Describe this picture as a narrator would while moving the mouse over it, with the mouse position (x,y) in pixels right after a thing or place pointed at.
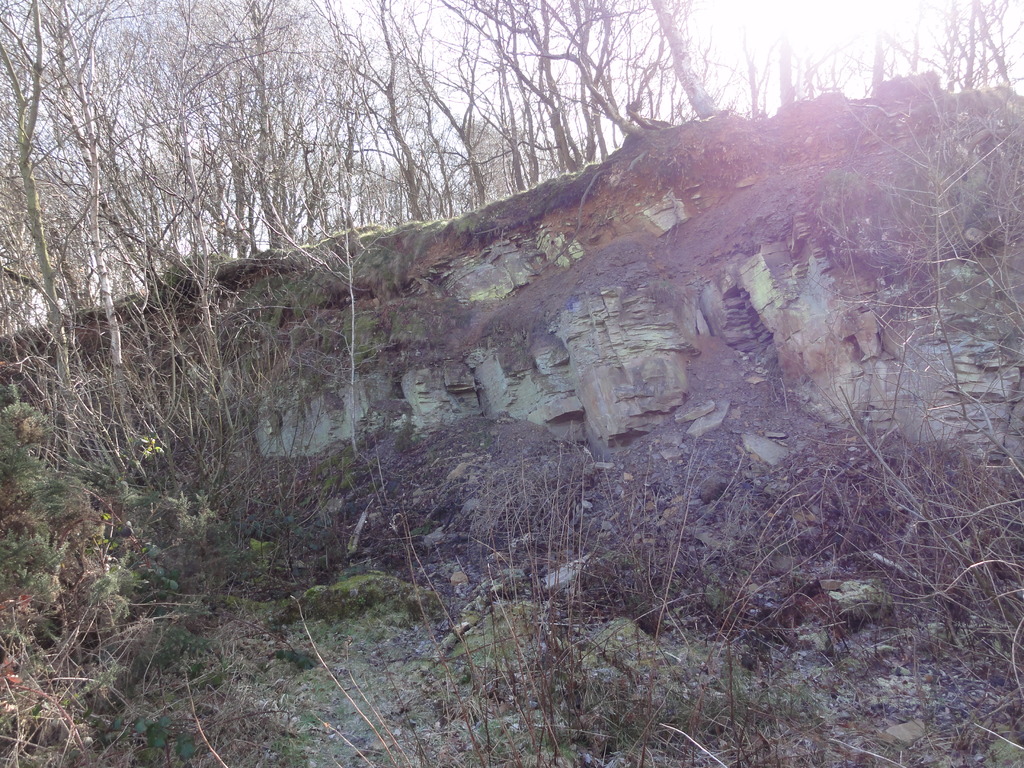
This is an outside view. In this image I can see many trees (150,107) and a hill (552,249). At the top of the image (553,43) I can see the sky (625,43) along with the sunlight (755,12).
